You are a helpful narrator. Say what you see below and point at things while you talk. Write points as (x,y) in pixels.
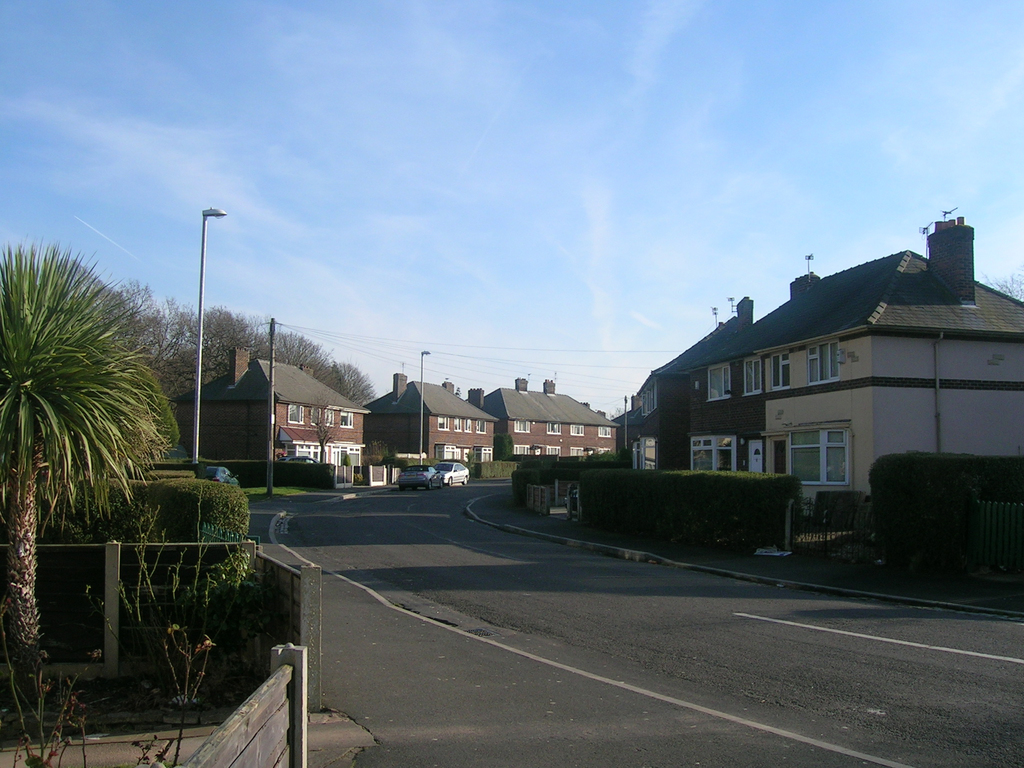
In the center of the image (420,484) we can see two vehicles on the road (566,574). In the background (512,465) we can see the sky (165,242), clouds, trees (106,320), plants (776,490), fences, poles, buildings (856,428), windows (712,438) and a few other objects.
